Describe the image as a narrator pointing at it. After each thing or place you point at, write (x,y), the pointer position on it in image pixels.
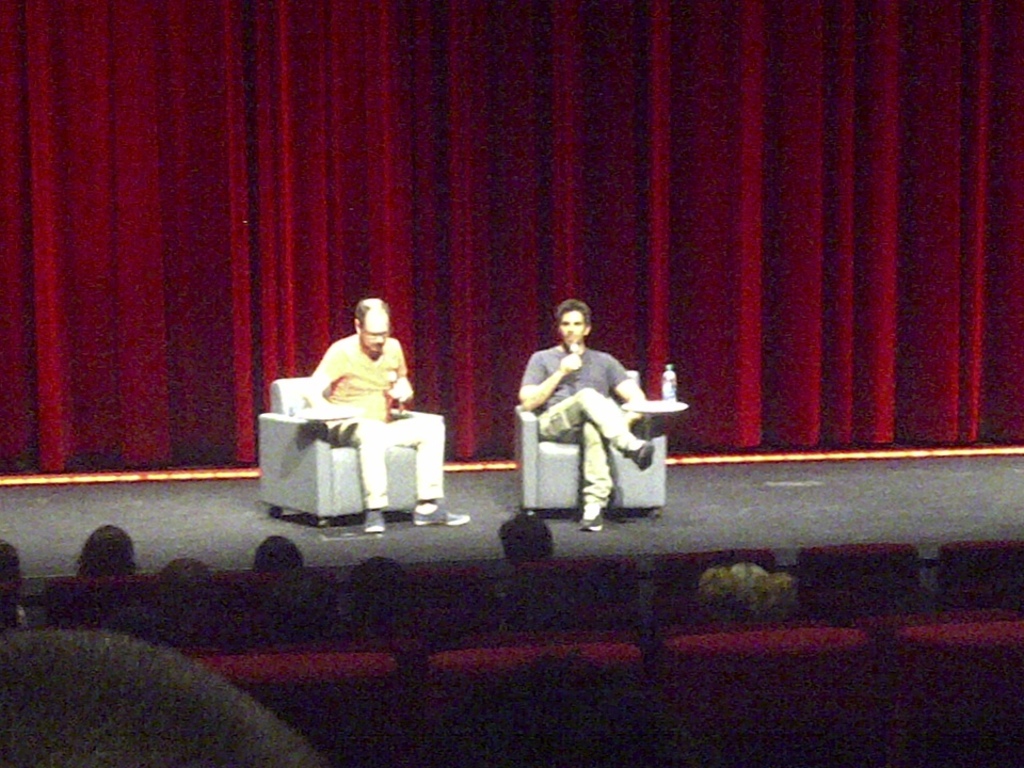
In this image we can see there is a stage (518,503) and two people (596,422) are sitting on chairs (330,473) and they both are holding mics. We can see the curtain (904,392) in the background (691,386) and there are few people (32,741).
